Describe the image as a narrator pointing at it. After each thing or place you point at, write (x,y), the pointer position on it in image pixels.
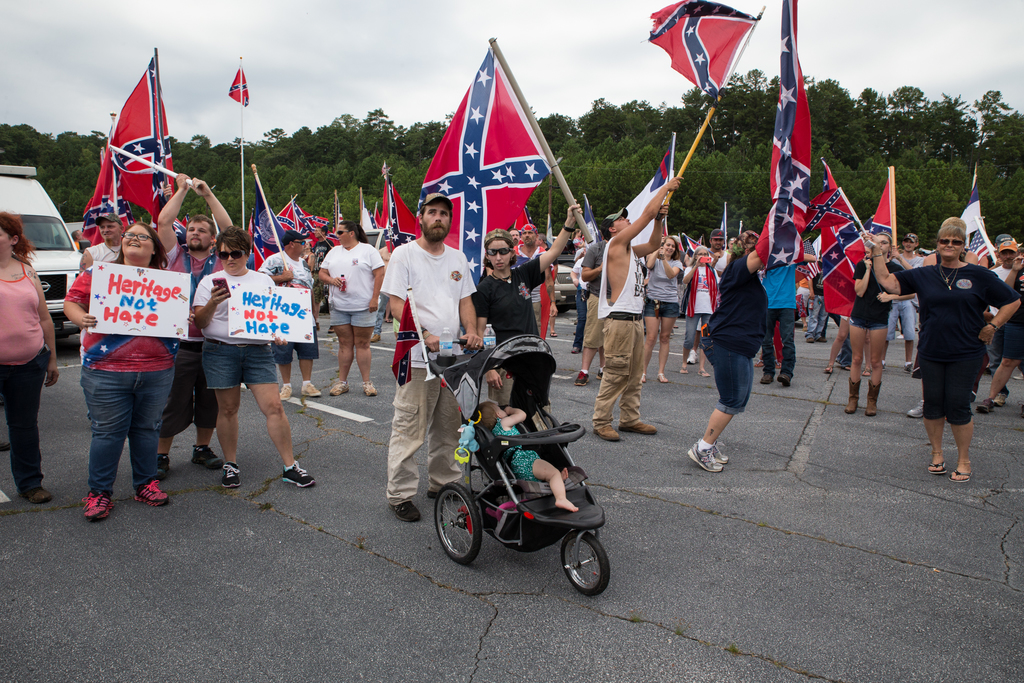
In this picture I can see few people (436,221) standing and holding flags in their hands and I can see couple of them holding placards (242,298) with some text (155,306) and I can see a vehicle (62,280) and a baby trolley (523,503) and I can see trees (548,182) and a cloudy sky (625,44).
